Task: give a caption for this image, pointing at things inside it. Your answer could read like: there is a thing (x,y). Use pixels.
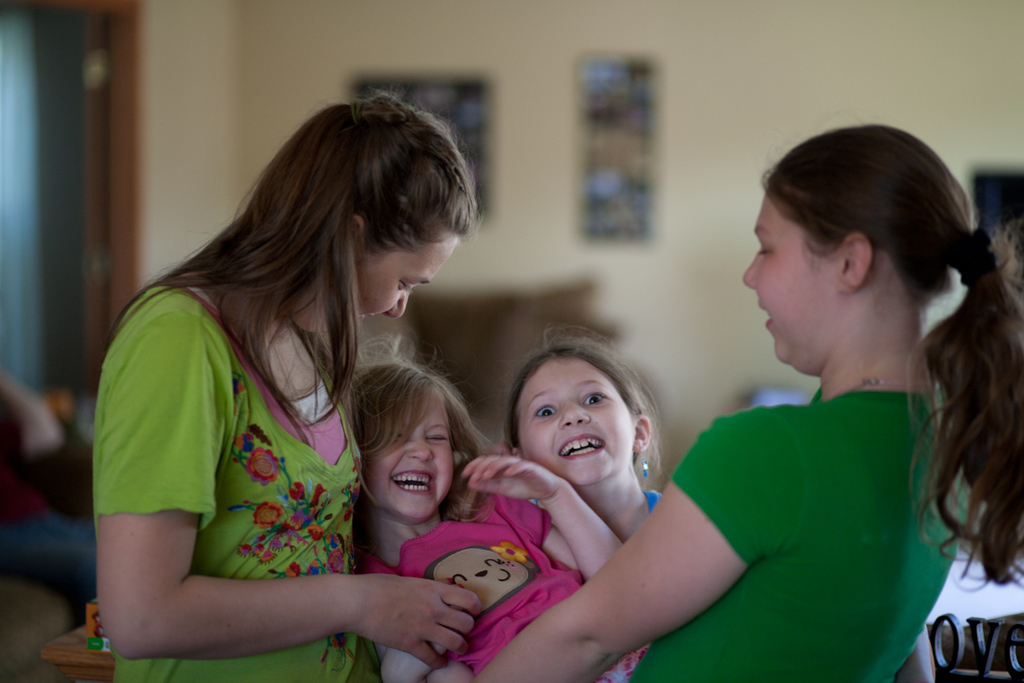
In this picture we can see few people (544,357) and we can find few frames (621,193) on the wall (698,200), also we can see blurry background (67,220).
